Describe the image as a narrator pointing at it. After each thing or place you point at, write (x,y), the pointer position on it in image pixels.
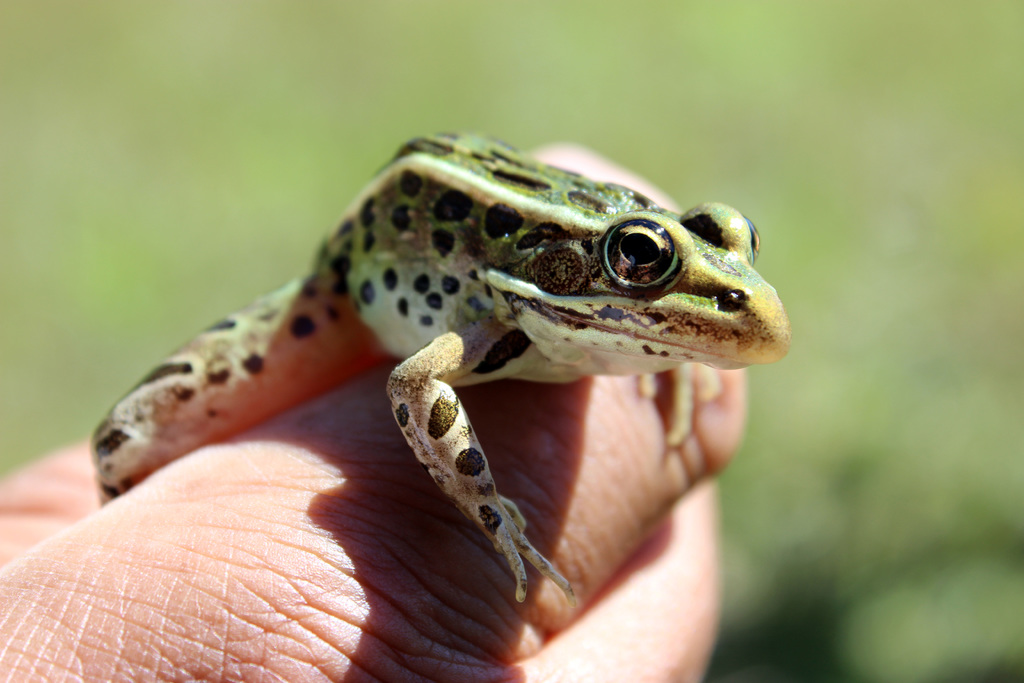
In the foreground of the picture (271,533) there is a person hand (273,521), on the hand (262,474) there is a frog (443,303). The background (63,79) is blurred.
